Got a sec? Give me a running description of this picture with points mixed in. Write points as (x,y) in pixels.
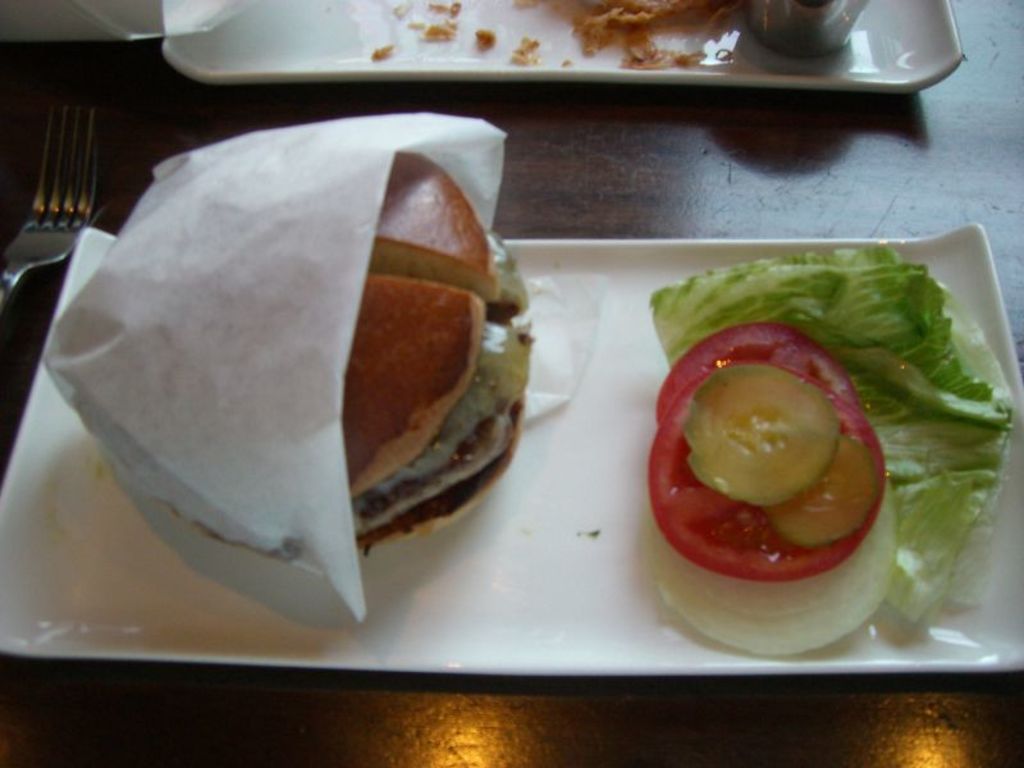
In this picture, we see a brown table (122,722) on which a tray (123,597) containing burger (305,431), tissue paper (233,322), tomato (677,375) are placed on the table (22,216). We even see fork (72,149) and a tray (325,52) containing food (625,15) and glass (822,14) are placed on that table (578,170).
